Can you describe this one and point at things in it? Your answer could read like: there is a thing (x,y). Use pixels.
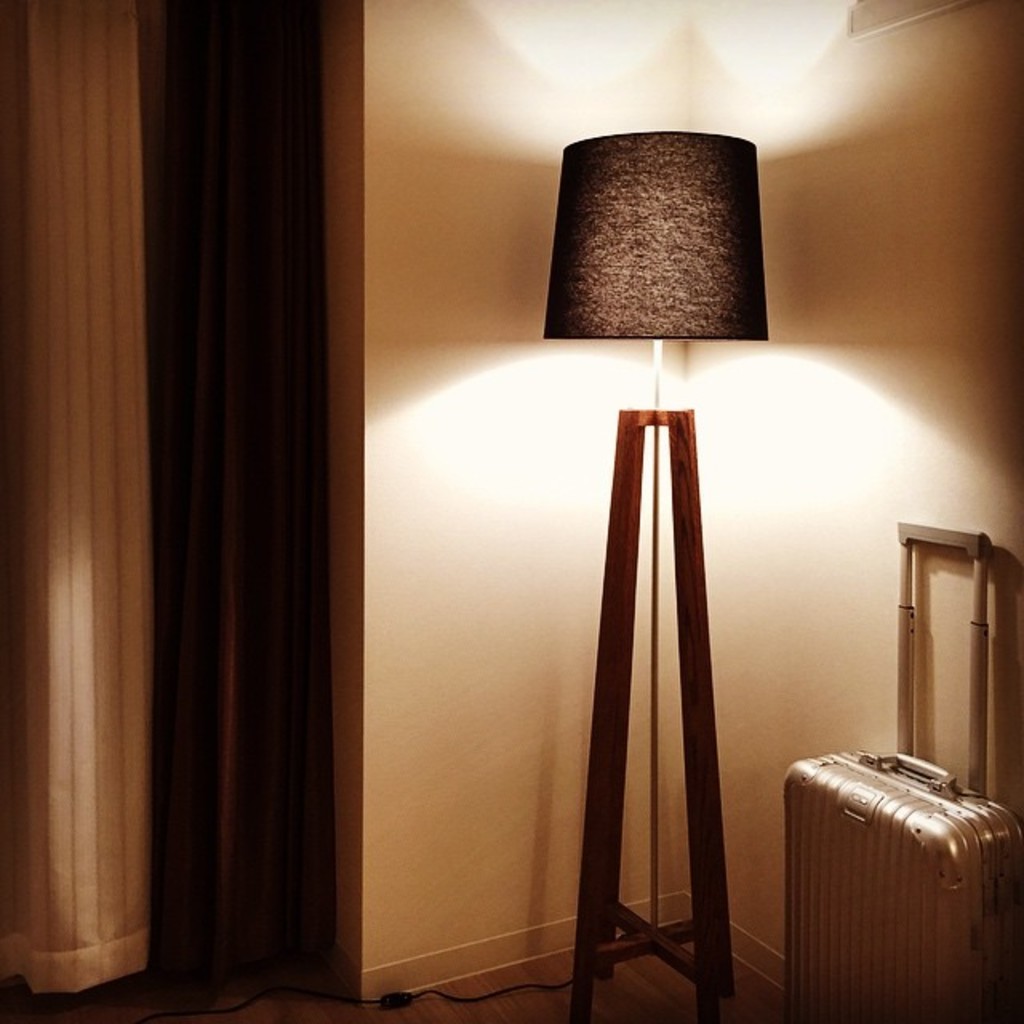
In this image we can see a suitcase (834,924), there is a lamp (624,447) on the stand (588,903), also we can see the curtain (114,621), and the wall (334,400).
